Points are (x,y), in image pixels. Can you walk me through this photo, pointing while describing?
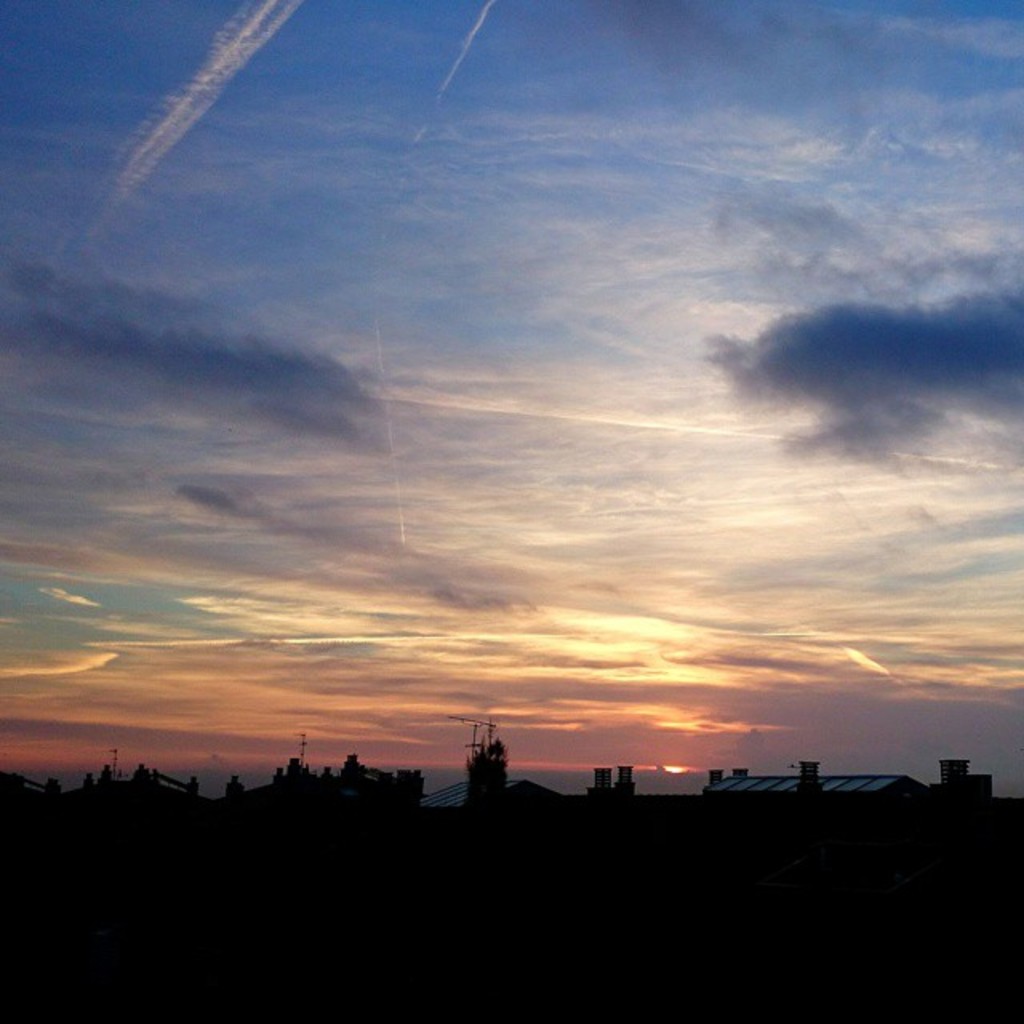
In this image we can see the blue color sky (319,245) is covered with some clouds (693,439). At the bottom of the image (392,911), there are buildings (512,794) and poles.
